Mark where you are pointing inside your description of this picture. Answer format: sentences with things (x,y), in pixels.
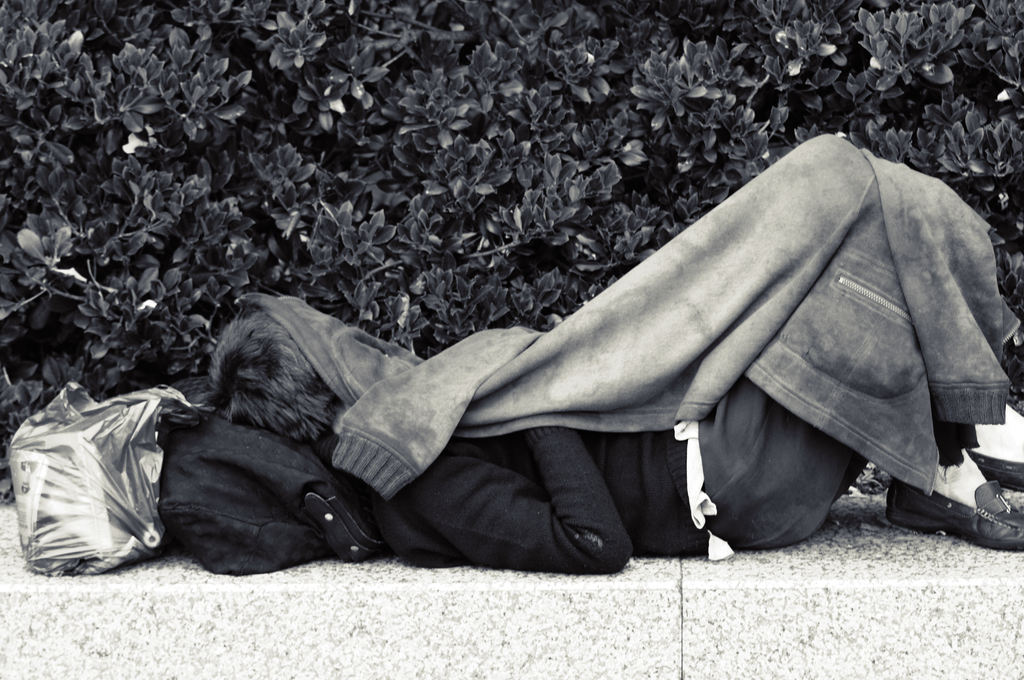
It is the black and white image in which there is a person (562,517) sleeping on the wall (566,580) by keeping his head (264,417) on the bag (236,505). In the background (367,103) there are plants (523,90). On the left side (61,450) there is a cover (83,502) on the wall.
